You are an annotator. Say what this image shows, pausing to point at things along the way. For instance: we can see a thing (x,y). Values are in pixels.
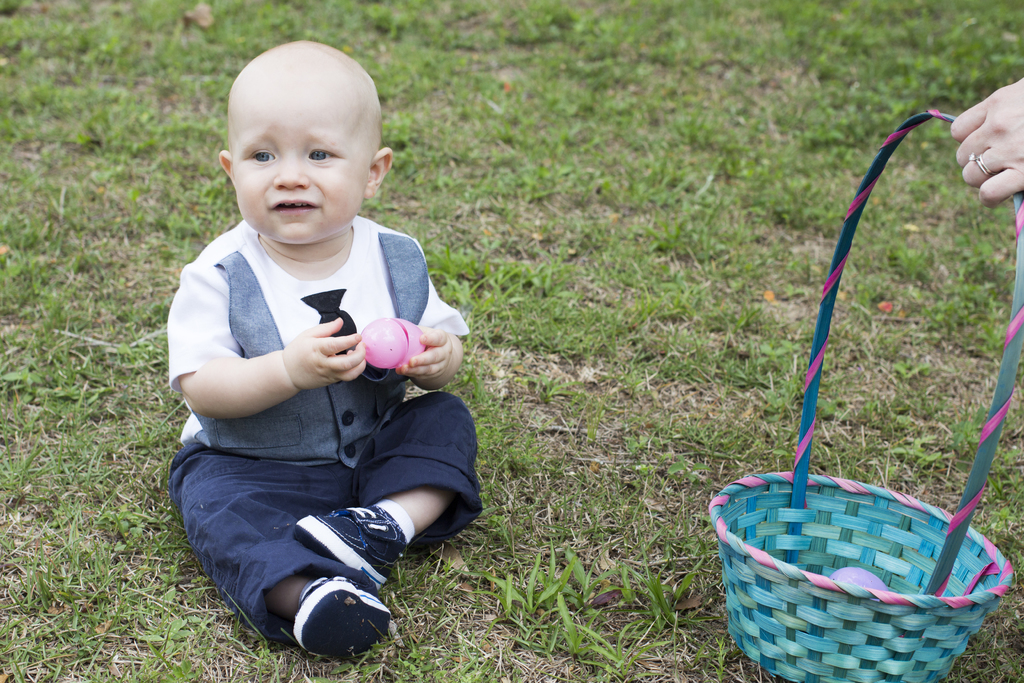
In the image in the center (353,361), we can see one baby (279,345) sitting and holding some object (405,340). On the right side of the image (972,130), we can see one human hand (972,130) holding basket (884,631). In the background (958,377) we can see the grass (987,526).
